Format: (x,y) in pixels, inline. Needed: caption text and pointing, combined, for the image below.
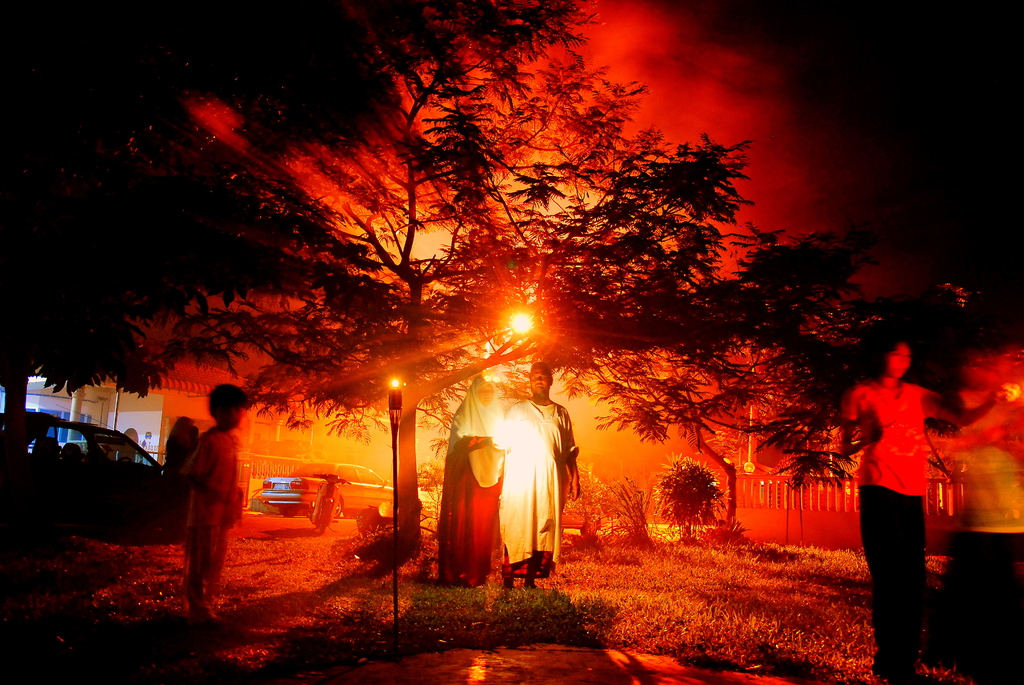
In this image there are people (496,446), lights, pole (395,445), railing (794,497), grass (634,605), plants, tree (544,252), vehicles (91,472), building (248,421), dark sky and objects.
